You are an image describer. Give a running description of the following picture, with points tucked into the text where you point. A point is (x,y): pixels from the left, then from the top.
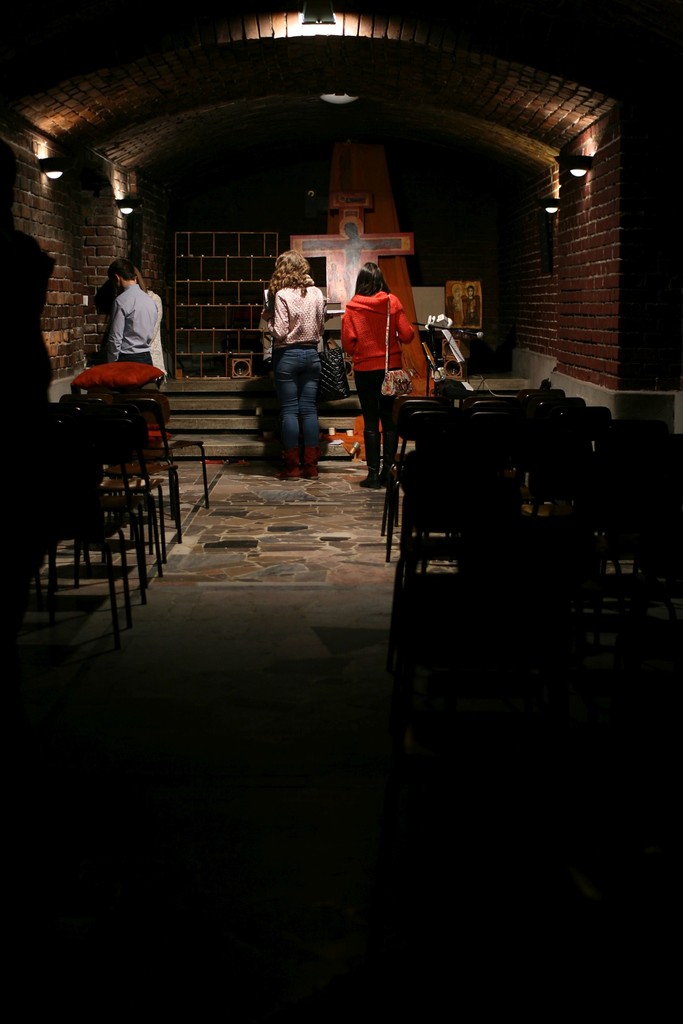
Here we can see chairs (486,711) on the floor (191,492). In the background (124,315) there are few persons (155,323) standing, lights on the wall (25,195) and on the roof top (308,52) and some other objects (354,263) and frames (461,302).
